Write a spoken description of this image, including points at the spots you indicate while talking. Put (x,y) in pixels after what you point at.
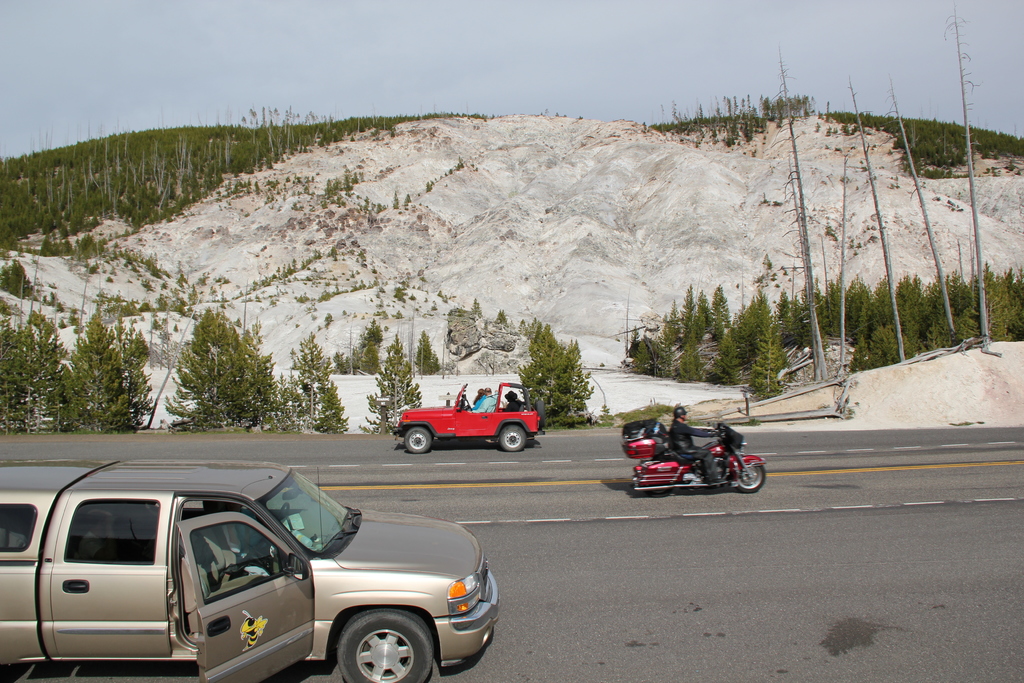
In this picture we can see the sky (614,96), mountains (633,215), plants (28,291) and trees (16,334). We can see vehicles (61,573) and people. We can see a man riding a bike (751,477) on the road (781,476).
